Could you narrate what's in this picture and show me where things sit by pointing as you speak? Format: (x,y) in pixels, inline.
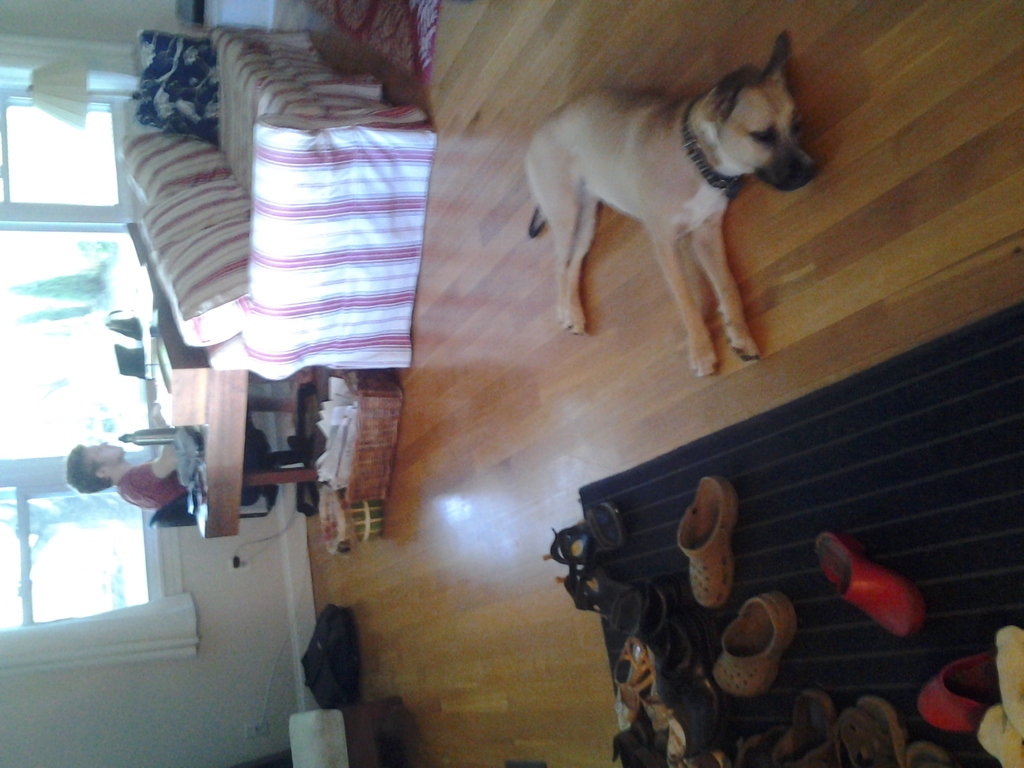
In this image there are windows (118,132) and curtains (22,43) in the left corner (112,115). There is a dog (575,283), a mat (976,349) with foot wear (651,591) on it in the right corner (934,715). There is a floor (483,143) at the bottom (399,652). There is a table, chair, person (138,471) and some objects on the table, sofas (218,289), pillows (229,300) in the background (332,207). And there is a wall (126,59) in the background (124,34).
